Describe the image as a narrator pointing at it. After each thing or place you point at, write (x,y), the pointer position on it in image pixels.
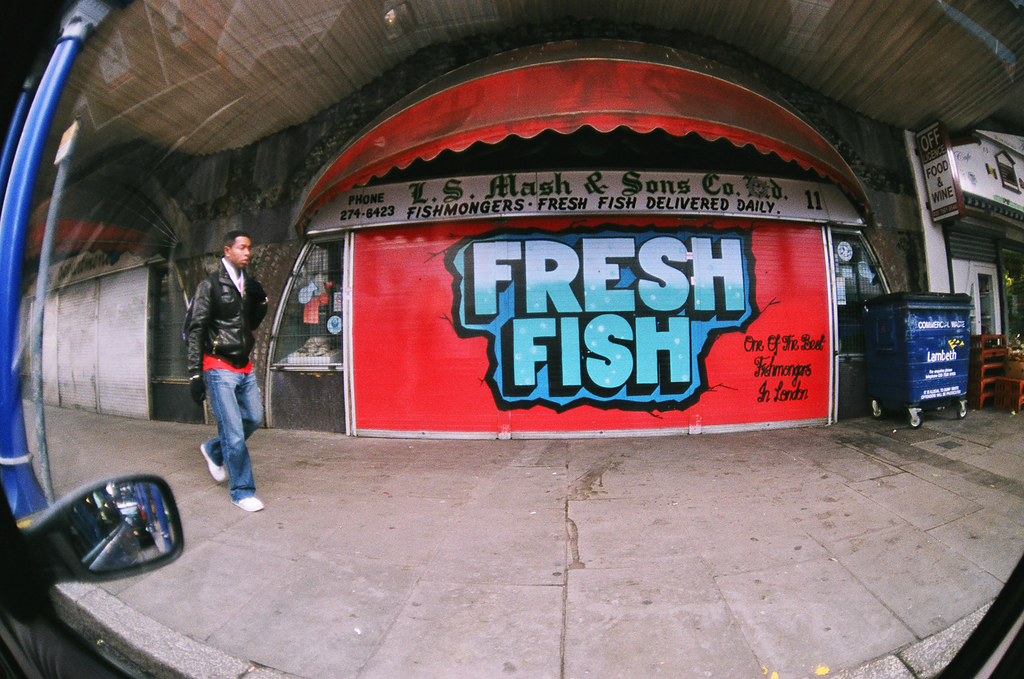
In this image there is a footpath (151,425), on that footpath (995,514) a man (207,384) is walking, in the background (435,434) there is a shop (299,401) on that shop (614,128) some text (807,195) is written.
